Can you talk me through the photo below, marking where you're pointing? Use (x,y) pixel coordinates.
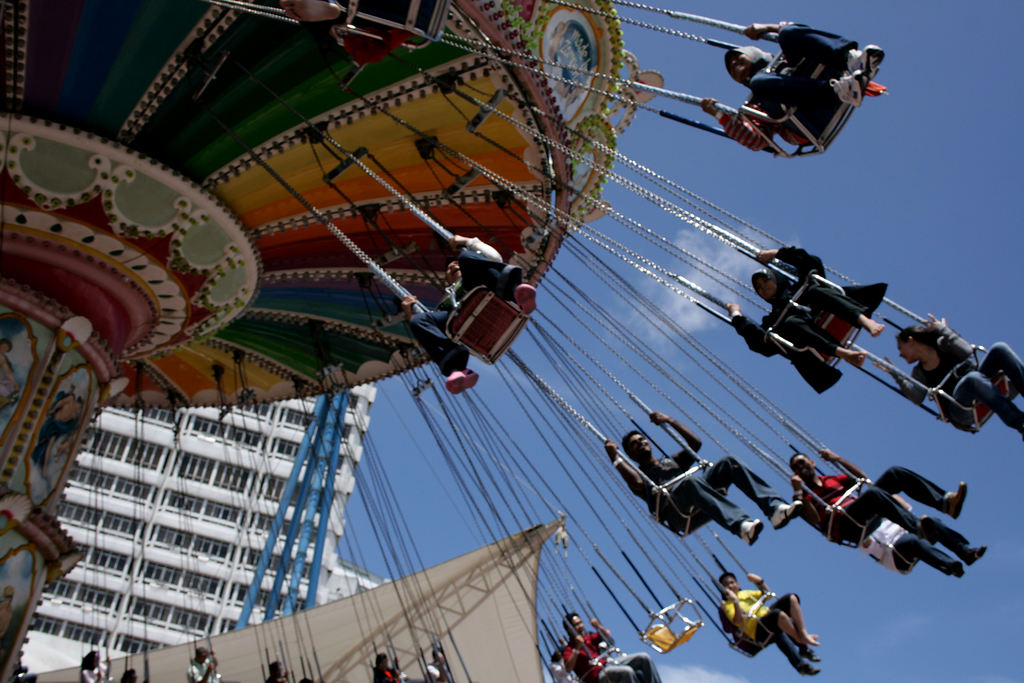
In this image I can see few people (614,443) sitting on the swing ride (112,322). These people (697,450) are wearing the different color dresses (688,508) and the swing ride (147,188) is colorful. To the side I can see the tent (268,639) and the building (227,469). In the background (710,269) I can see the clouds (737,254) and the blue sky (802,171).
